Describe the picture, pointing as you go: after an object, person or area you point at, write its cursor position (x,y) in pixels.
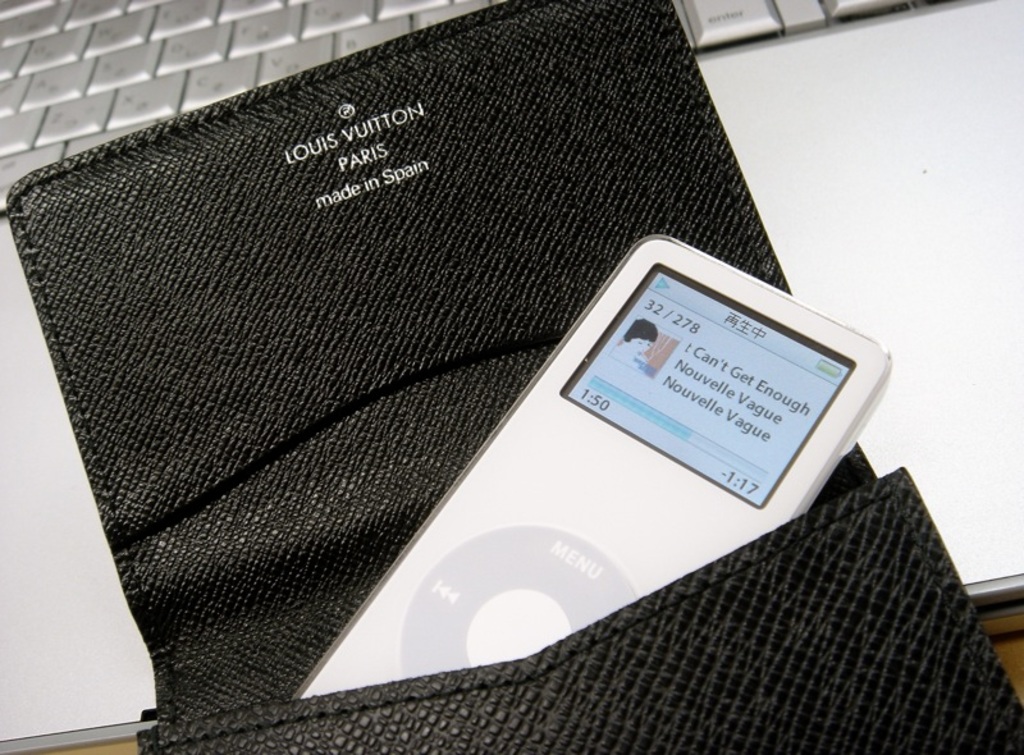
In this picture there is leather (473,365) in the center of the image (614,486), in which there is a music player (629,343) and there is a laptop (746,87) at the top side of the image (733,94).
